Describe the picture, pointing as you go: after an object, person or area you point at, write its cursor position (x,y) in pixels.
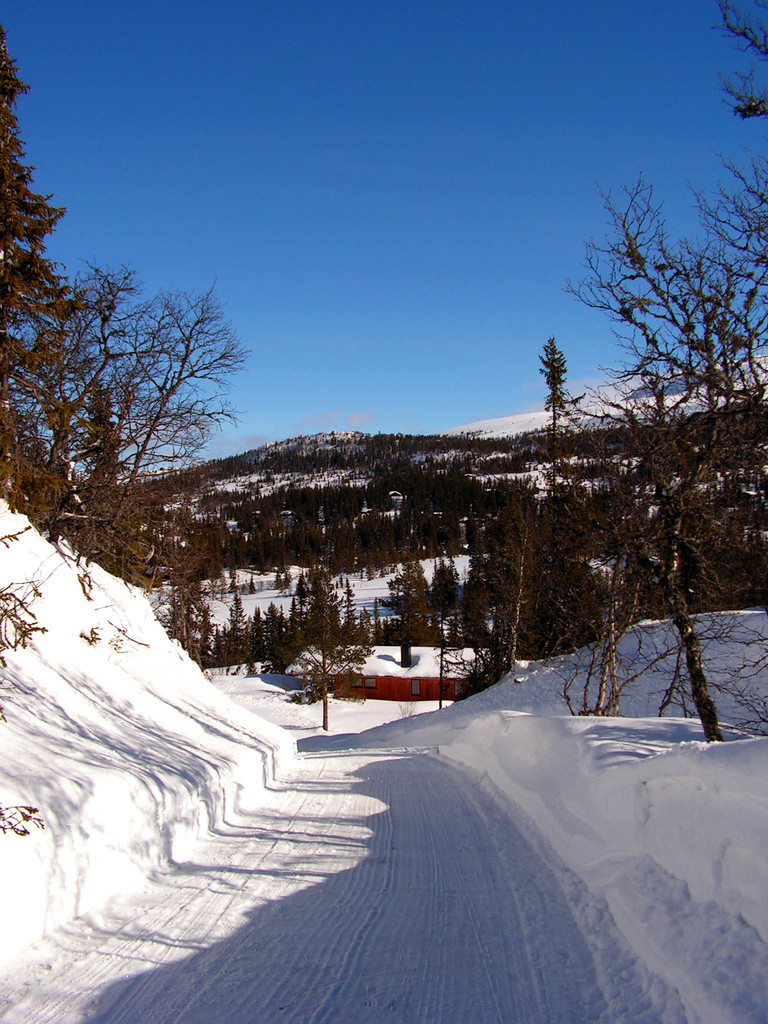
In this image I can see the snow (361,832). In the background (407,679) I can see the house (376,688) covered with snow (381,664) and I can also see few trees (451,497) and the sky (331,303) is in blue color.
